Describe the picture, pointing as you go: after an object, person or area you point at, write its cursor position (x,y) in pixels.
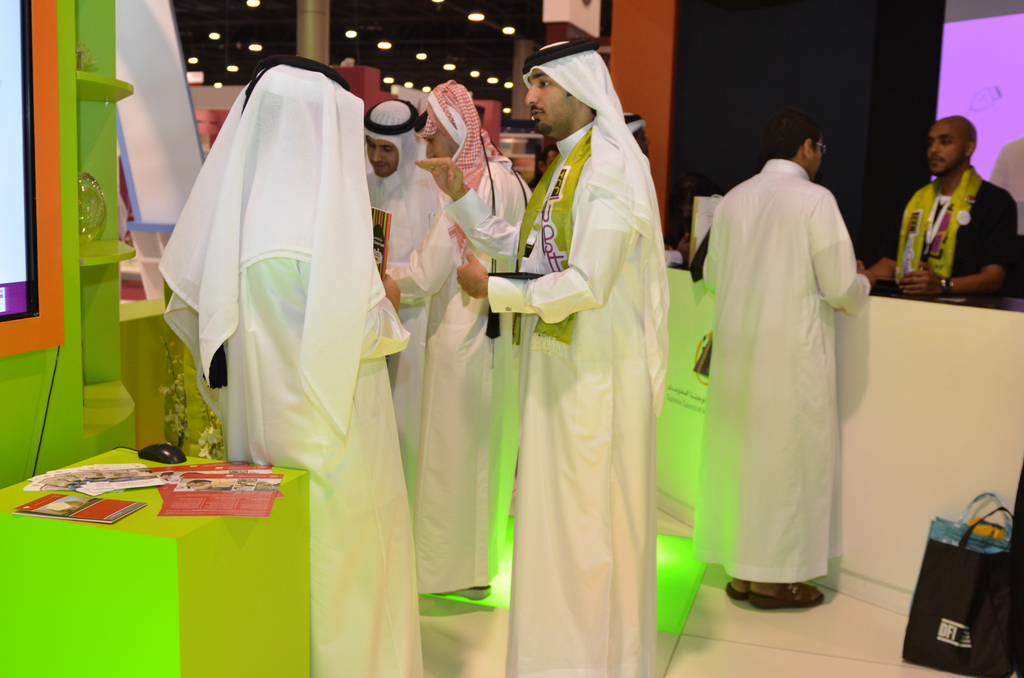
Here we can see four persons (360,334) standing on the floor (822,675) and among them few persons (330,81) are holding objects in their hands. On the left (98,342) there is a screen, objects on the racks (106,236), houseplants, papers (116,508) and a mouse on a platform (181,578). On the right (949,224) there are two men (973,248) standing to either side at the platform (939,324) and there is a bag (944,575) on the floor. In the background (159,125) there are lights (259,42) on the roof top (398,25) and other objects (172,123).
